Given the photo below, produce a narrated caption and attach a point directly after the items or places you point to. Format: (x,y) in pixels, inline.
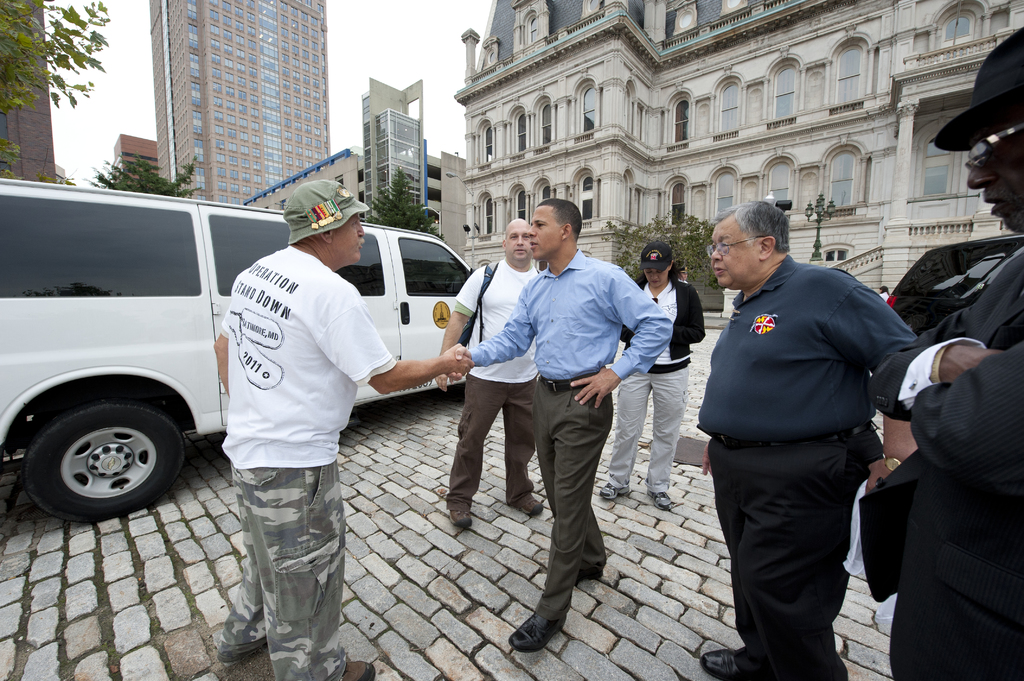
In this image we can see there are people (475,364) standing on the ground (416,550). And there are vehicles (222,297). At the back (410,128) there are trees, light poles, buildings (550,177) and the sky (426,55).
